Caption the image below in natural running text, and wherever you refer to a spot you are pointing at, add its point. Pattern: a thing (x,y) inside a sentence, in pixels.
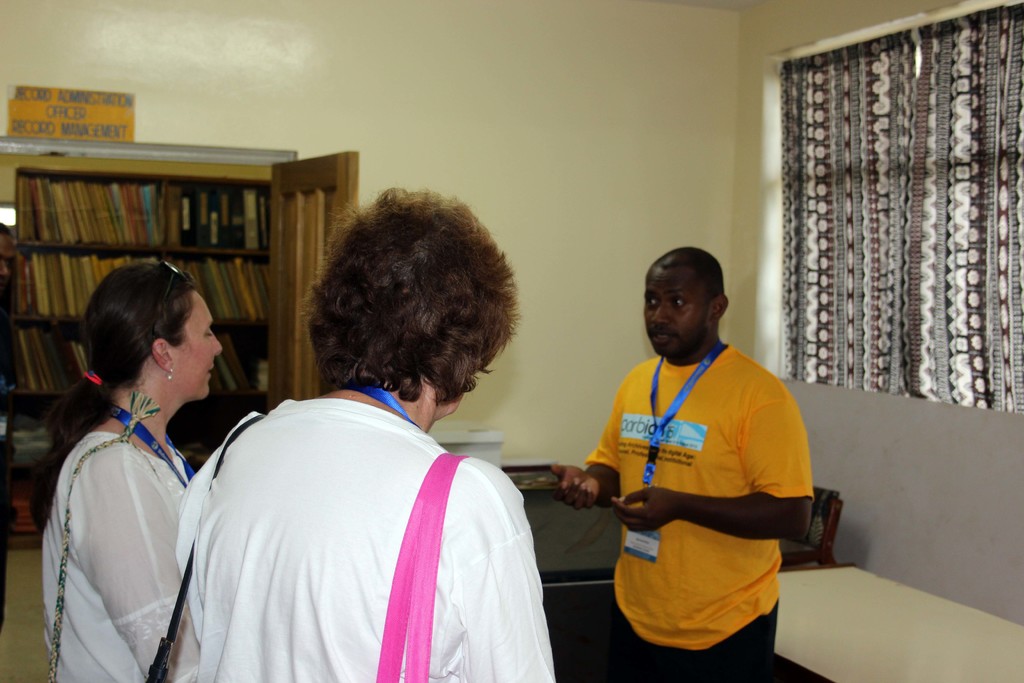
In this image two persons (339,539) wearing white tops (256,558) are standing before a person (705,463) wearing yellow T-shirt (739,464). Behind him there is a table (821,632). Left side (70,208) there is a wardrobe (256,353) having few books (52,270) in it. Right side (840,337) there is a window (855,270) covered with a curtain (825,333).
